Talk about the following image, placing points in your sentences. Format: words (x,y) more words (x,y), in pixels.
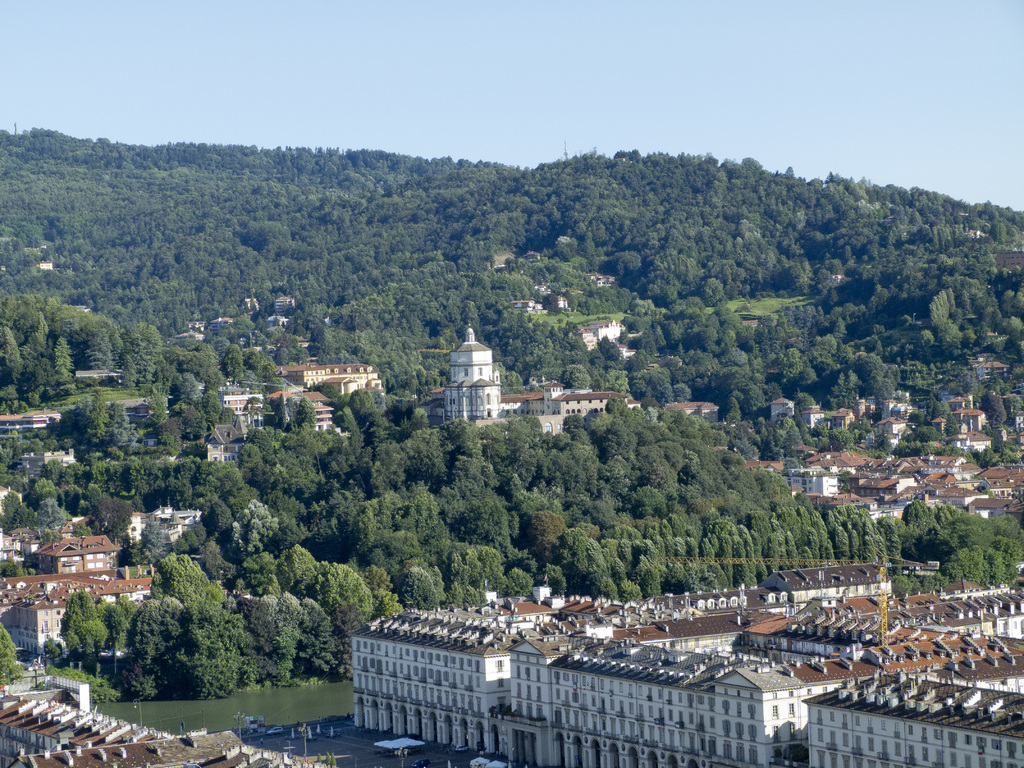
In this image, we can see some green trees (561,248) and there are some buildings (397,716), we can see water (172,703), at the top (388,40) there is a sky (323,40).
